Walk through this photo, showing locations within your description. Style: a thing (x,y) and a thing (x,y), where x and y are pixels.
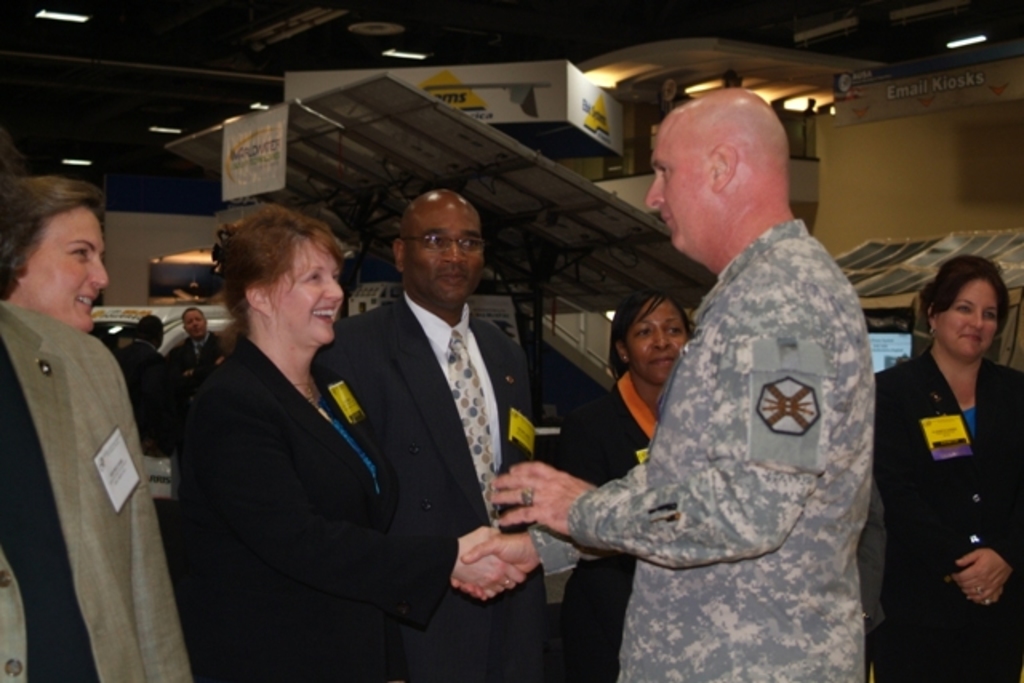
In this image, we can see few people (445,253) are smiling. Here a woman (310,473) and man (715,507) are shaking hands (504,563) with each other. Background (364,307) we can see some objects (357,292), rods (536,382), banners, screen (897,355), wall (912,180), lights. Here we can see few people (191,340) on the left side (154,359).
